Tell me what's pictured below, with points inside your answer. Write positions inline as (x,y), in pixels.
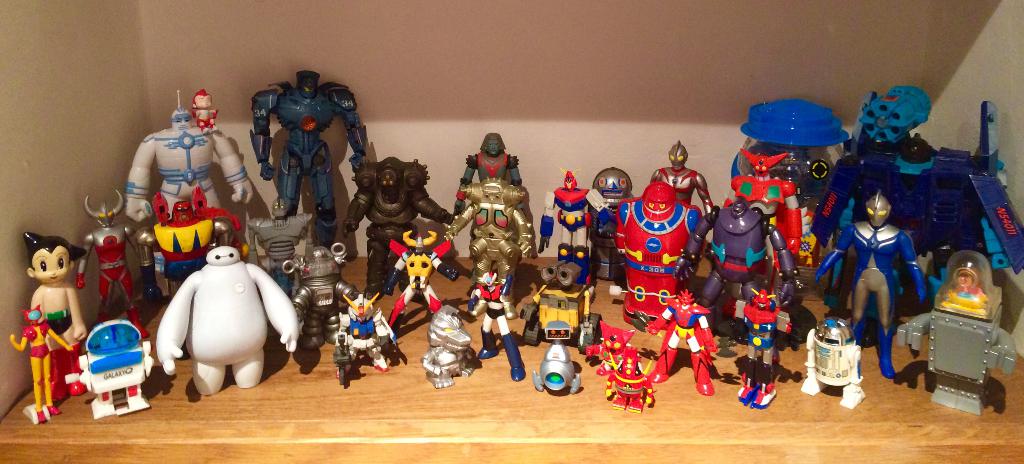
In the picture there is a shelf (18,450), there are many toys (658,218) present in the shelf (312,369).
